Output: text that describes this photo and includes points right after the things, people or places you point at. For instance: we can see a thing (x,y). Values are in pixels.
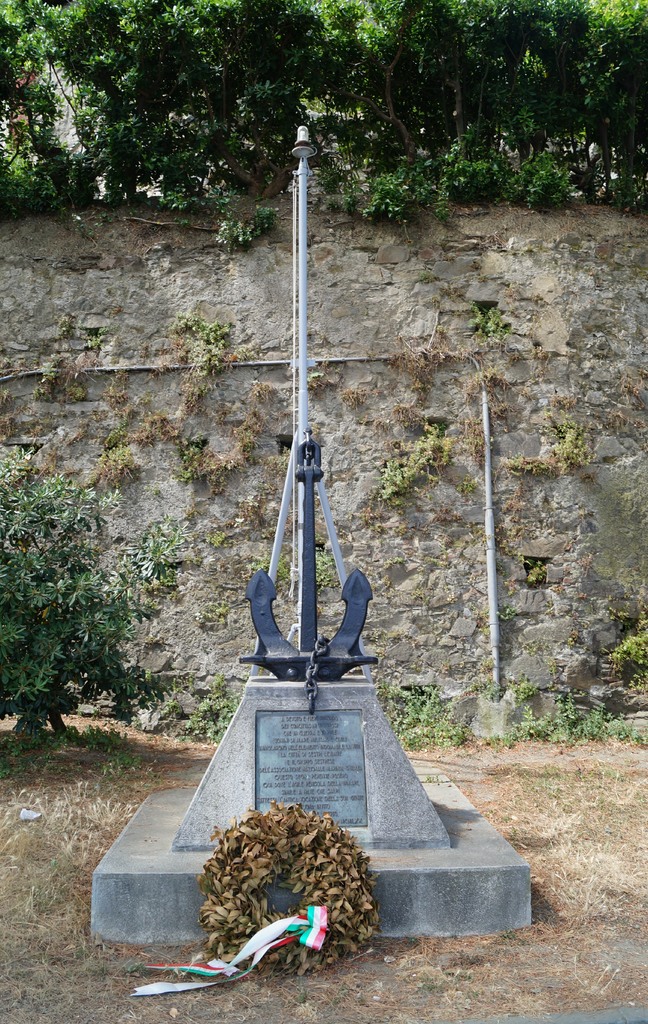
In this image, in the middle (362,664), we can see a sculpture (365,655). On the sculpture (375,832), we can also see a garland (335,916). On the left side (25,504), we can see a plant (31,523). In the background (132,287), we can see a wall (600,274). At the top (567,77), we can see trees (534,20), at the bottom (627,973), we can see a grass (565,773) and a few plants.
